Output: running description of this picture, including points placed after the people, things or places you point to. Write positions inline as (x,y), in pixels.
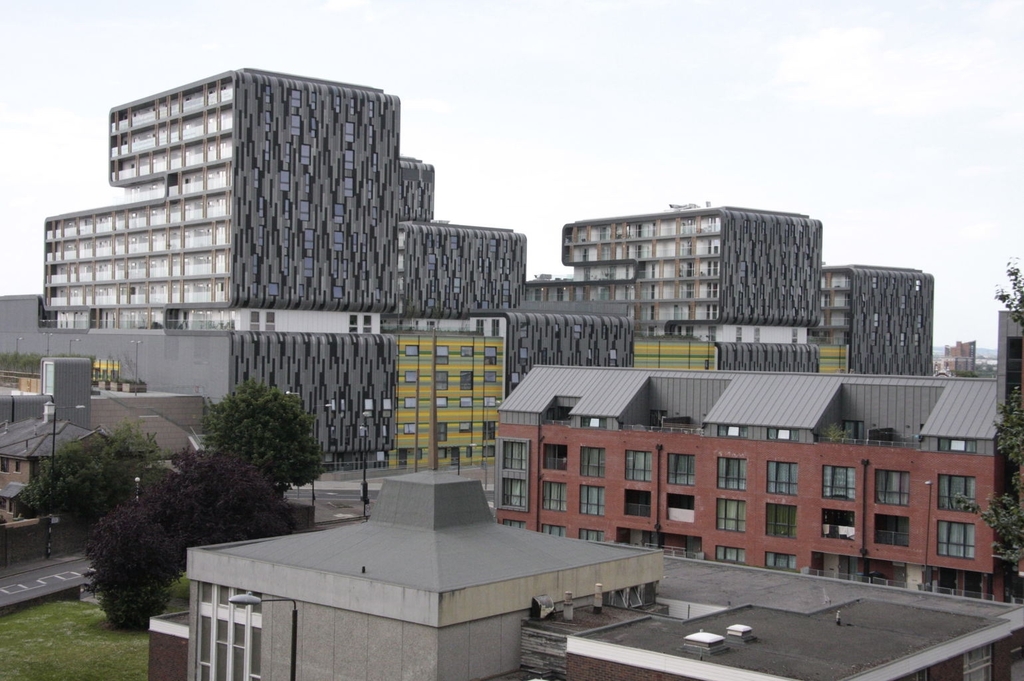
In this image, we can see there are buildings (970,352), trees (319,460), poles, roads (47,579) and grass (75,615) on the ground (14,635). In the background (650,81), there are clouds (558,62) in the sky (654,53).
